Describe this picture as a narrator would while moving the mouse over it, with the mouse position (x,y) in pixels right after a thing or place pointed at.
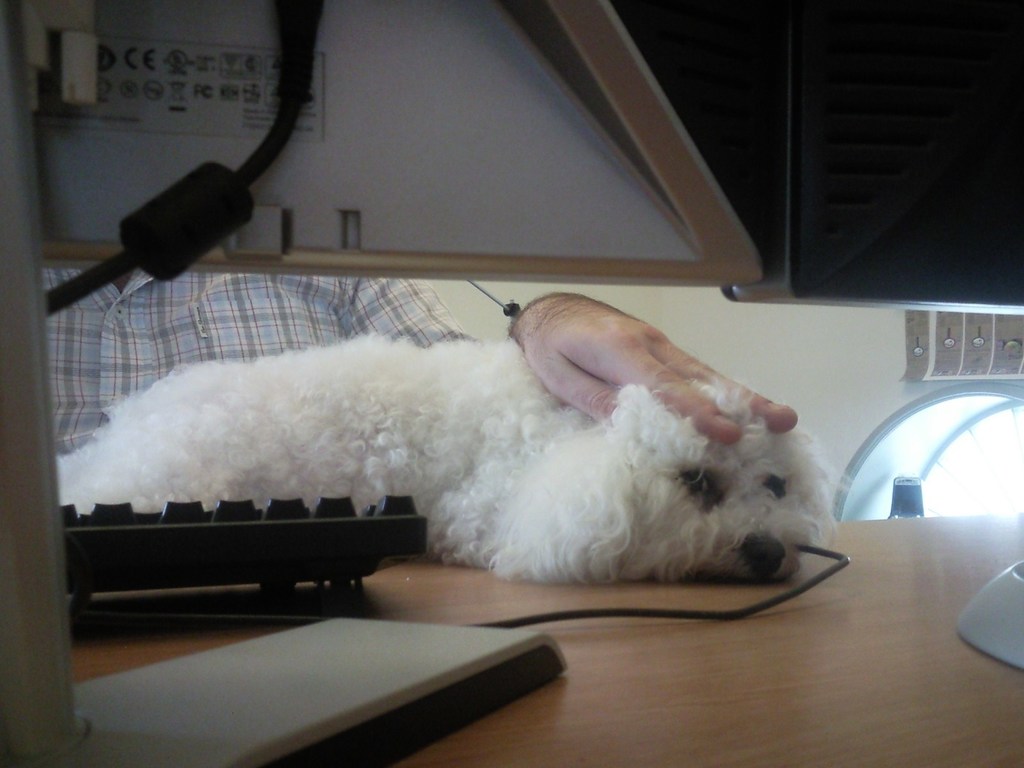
We can see monitor (513,183), keyboard (318,525), cable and dog (605,454) on the table (987,550) and there is a person (261,306) sitting. In the background (868,368) we can see wall (881,383).
